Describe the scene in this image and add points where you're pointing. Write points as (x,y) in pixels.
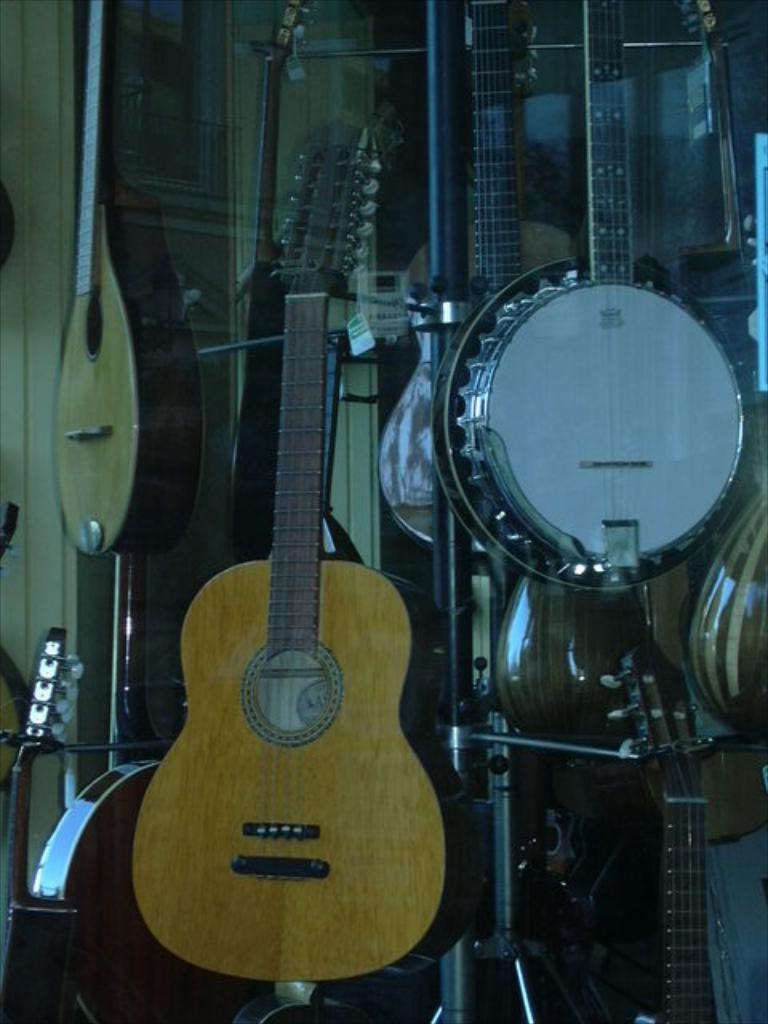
In the picture we can see some musical instruments (555,636) like guitar (276,728), banjo (585,544) and some instruments (578,726) in it.
